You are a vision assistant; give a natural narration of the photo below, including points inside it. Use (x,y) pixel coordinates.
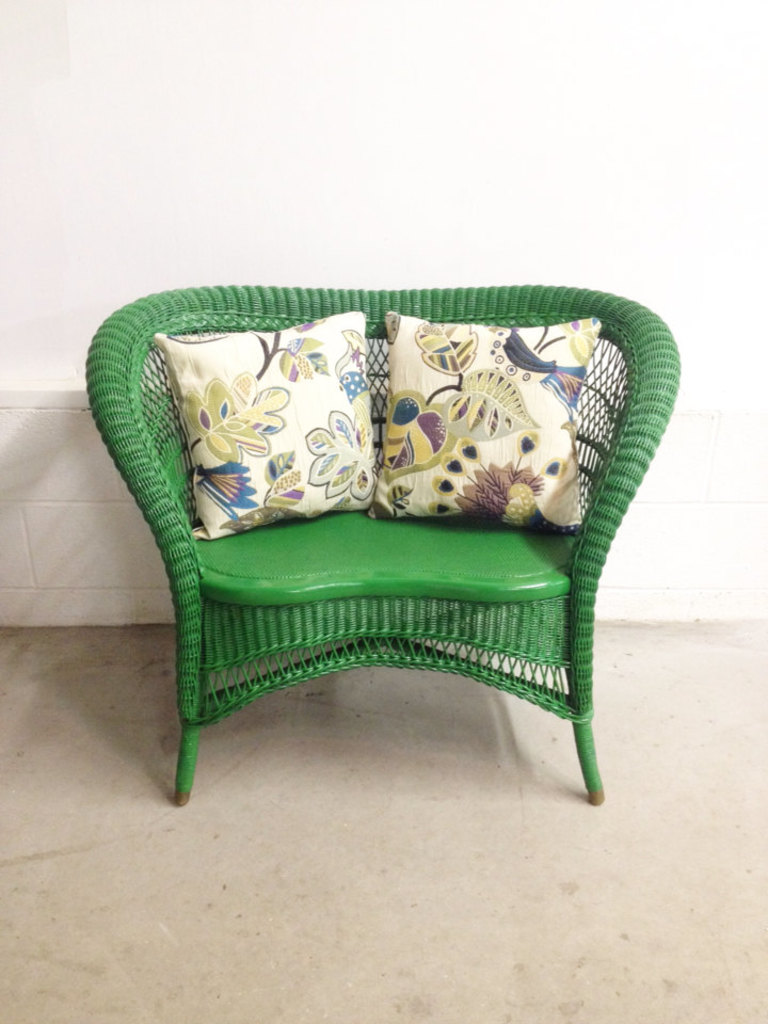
In this image in the center (502,563) there is an empty chair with two cushions (365,496) on it.
